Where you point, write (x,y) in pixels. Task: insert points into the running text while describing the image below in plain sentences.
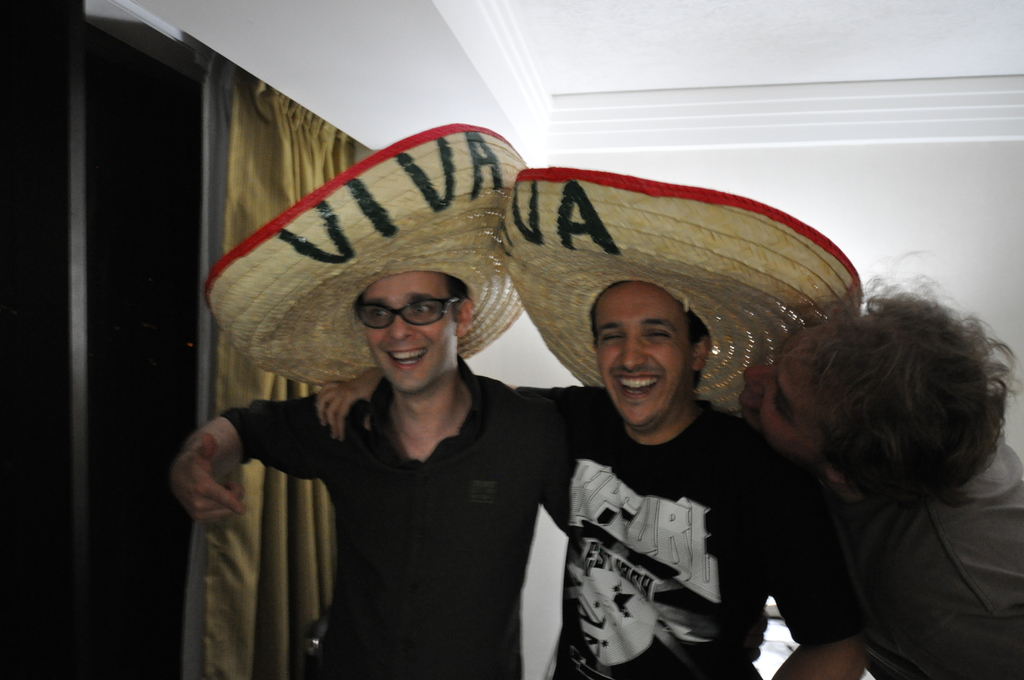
In this image we can see three men (746,435) standing. In that two men (737,445) are wearing the hats (719,363). We can also see a window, curtain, wall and a roof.
